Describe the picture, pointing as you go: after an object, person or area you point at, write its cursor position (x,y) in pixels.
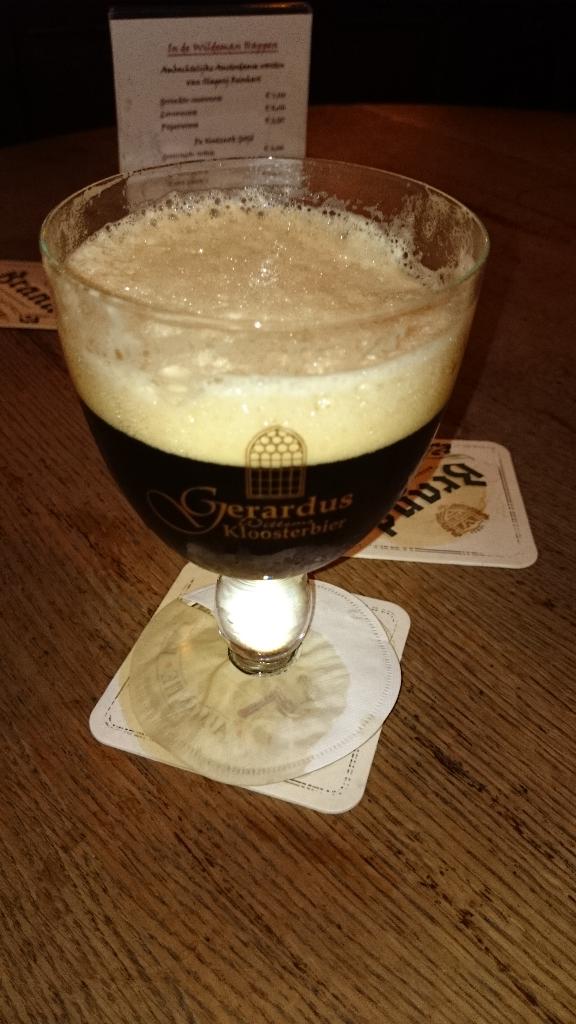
This image consists of a glass (299,613) in which there is a drink (218,557). At the bottom (231,918), there is a table (184,907). In the background (172,154), we can see a card (227,138).
